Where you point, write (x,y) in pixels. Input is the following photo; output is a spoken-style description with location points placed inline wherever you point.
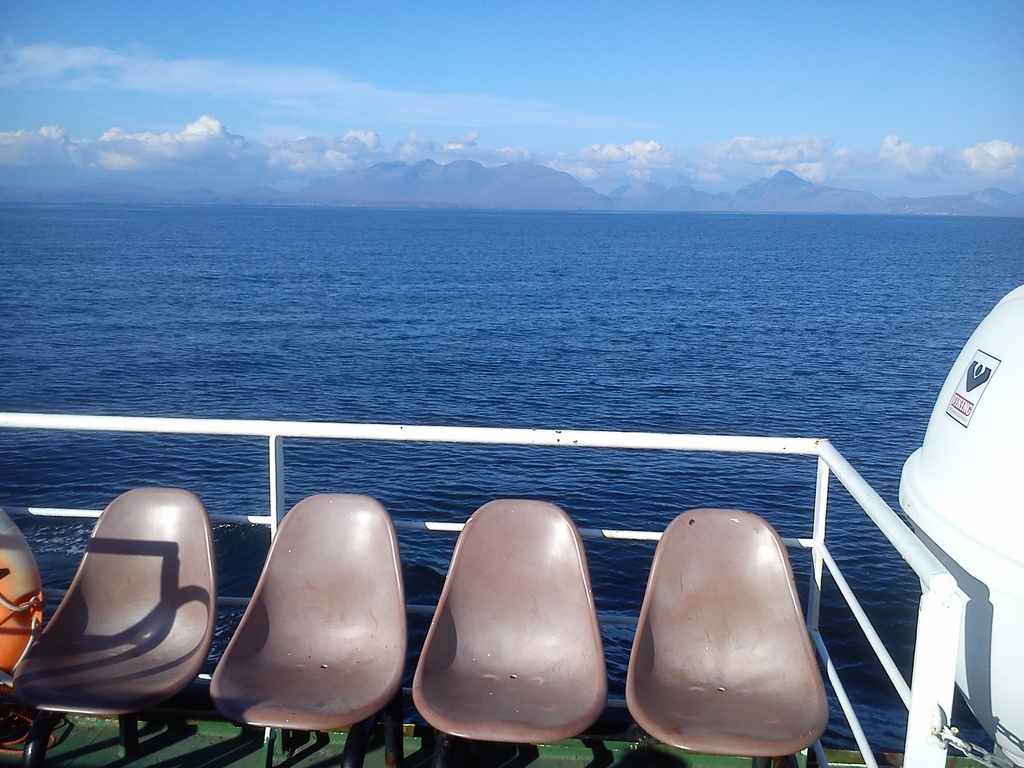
In this picture I can see the ocean (524,279). In the background (436,175) I can see the mountains (424,178). At the top (671,101) I can see the sky (391,62) and clouds (366,102). At the bottom (168,565) I can see the fencing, chairs (329,636), tubes (15,562) and other objects (990,334) on the boat (550,684).
